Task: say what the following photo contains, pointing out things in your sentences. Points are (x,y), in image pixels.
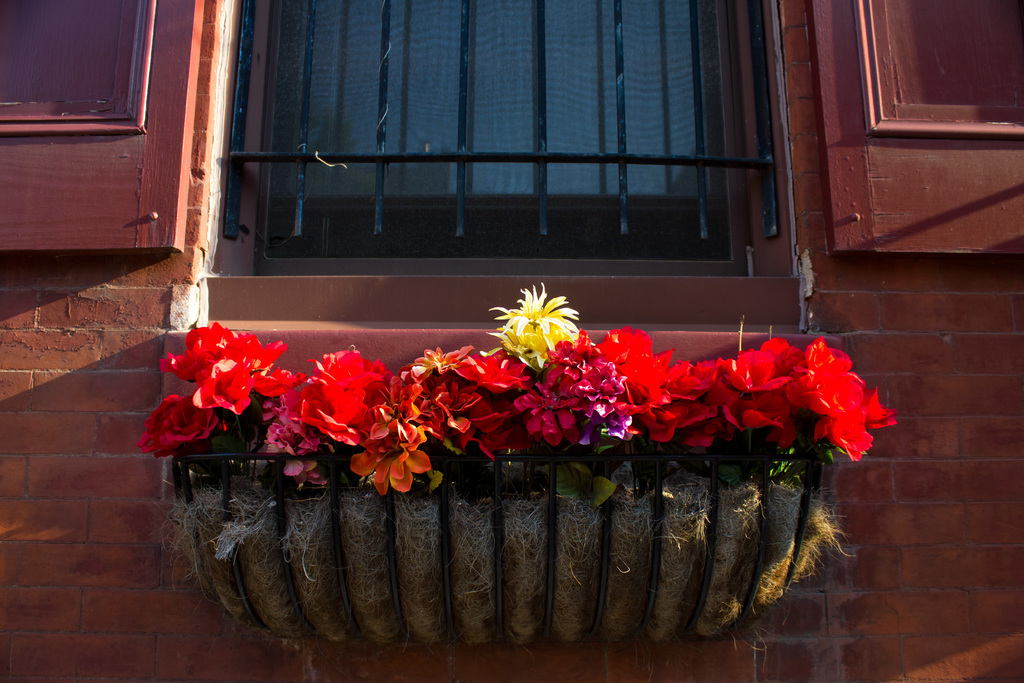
It is a zoomed in picture of a building wall (204,264) with the window (288,179). We can also see the flower pot (596,594) attached to the wall (165,609).
